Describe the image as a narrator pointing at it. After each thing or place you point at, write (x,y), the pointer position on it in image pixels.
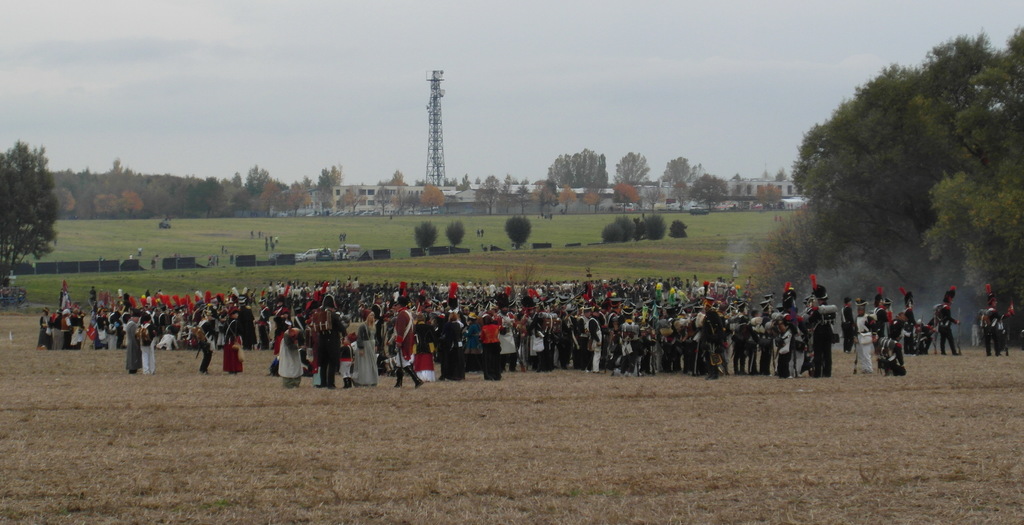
In this image in the middle (452,303), there are many people (451,288). At the bottom (531,454) there is grass (584,414). In the background (33,190) there are trees (253,191), houses (415,206), tower (429,121), people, vehicles (343,255), sky (389,55) and clouds (159,68).
